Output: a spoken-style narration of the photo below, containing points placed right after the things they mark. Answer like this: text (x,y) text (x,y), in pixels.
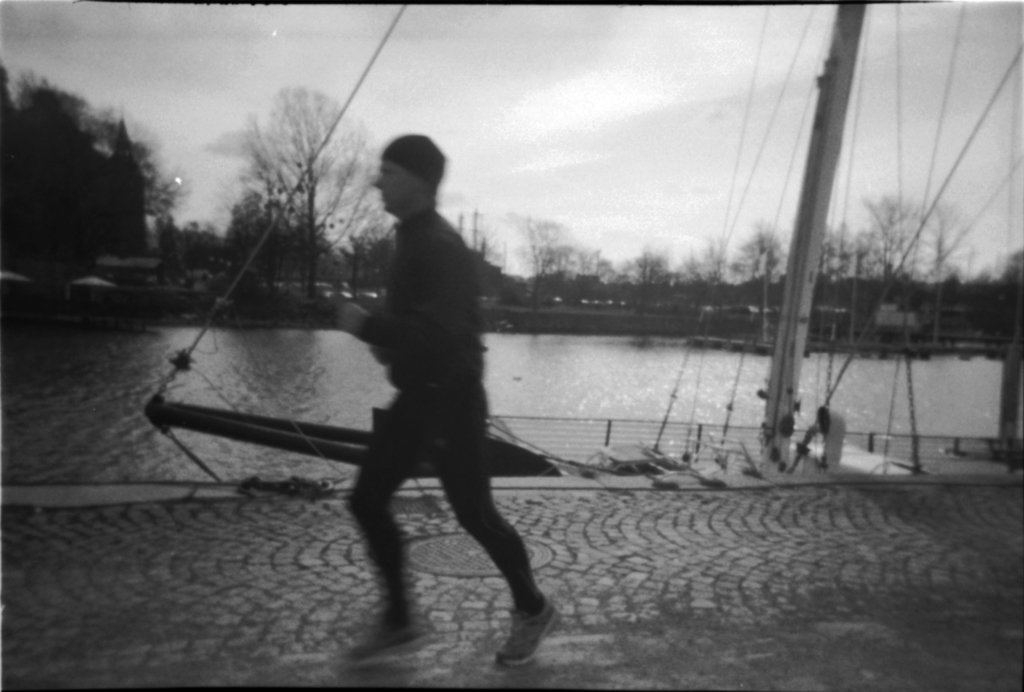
This image is a black and white image. This image is taken outdoors. At the bottom of the image (239,583) there is a floor (273,586). In the middle of the image (477,356) a man (425,144) is running on the floor (303,534) and there is a pond (198,393) with water (641,355) and there are a few ropes (827,391) and a pole (776,406). In the background (235,253) there are a few trees (760,252) on the ground (544,302). At the top of the image (165,46) there is a sky (599,90) with clouds (712,122).
